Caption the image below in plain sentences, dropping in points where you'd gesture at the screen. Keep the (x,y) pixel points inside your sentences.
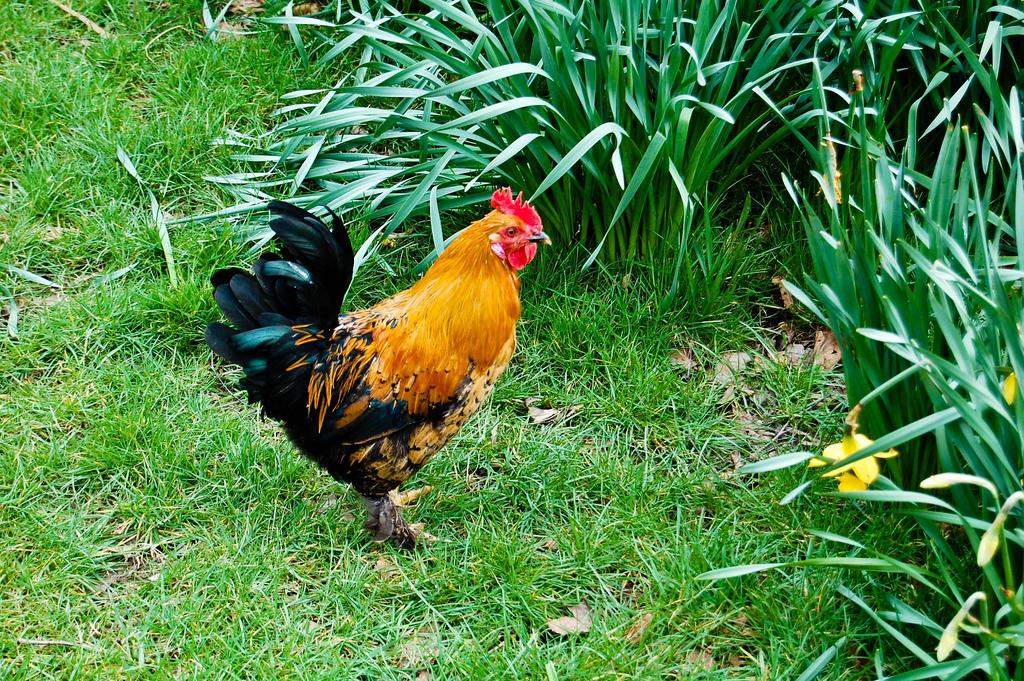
In this picture we can see a hen (350,403) standing on the grass path (384,546) and behind the hen (438,379) there are plants (725,139).
